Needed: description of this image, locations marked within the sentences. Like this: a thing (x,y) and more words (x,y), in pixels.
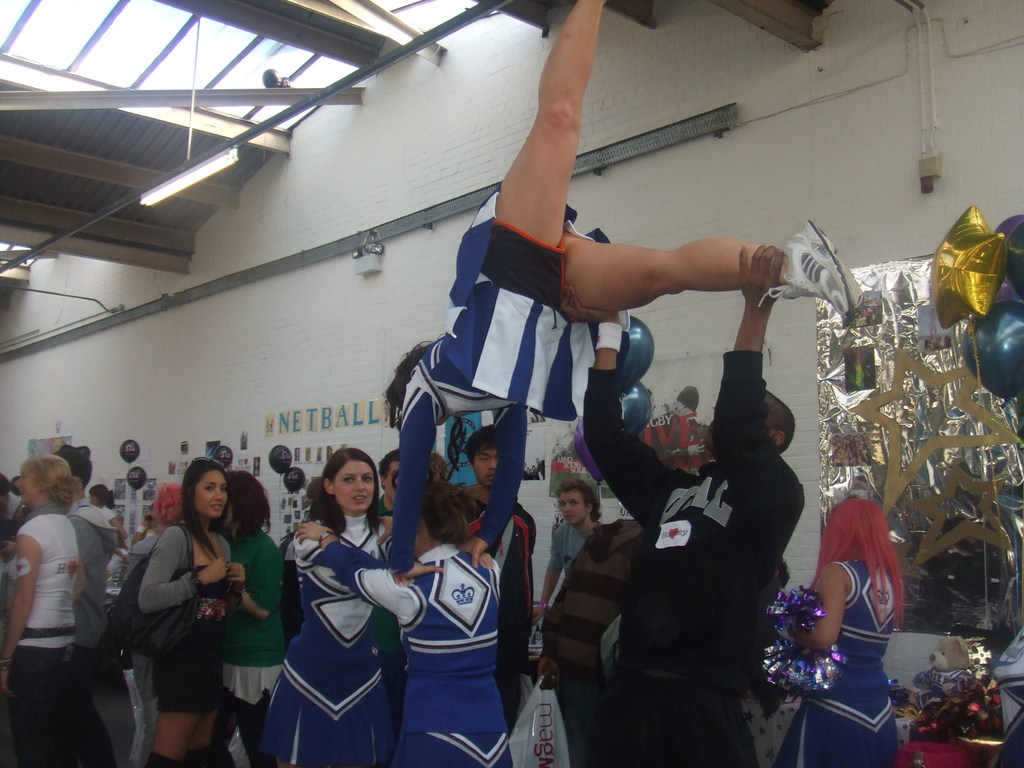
In this image I can see group of people (31,609) standing and one person (731,389) is holding another person (525,253). I can see few colorful balloons (984,284) and few stickers (325,421) are attached to the wall (286,314).
